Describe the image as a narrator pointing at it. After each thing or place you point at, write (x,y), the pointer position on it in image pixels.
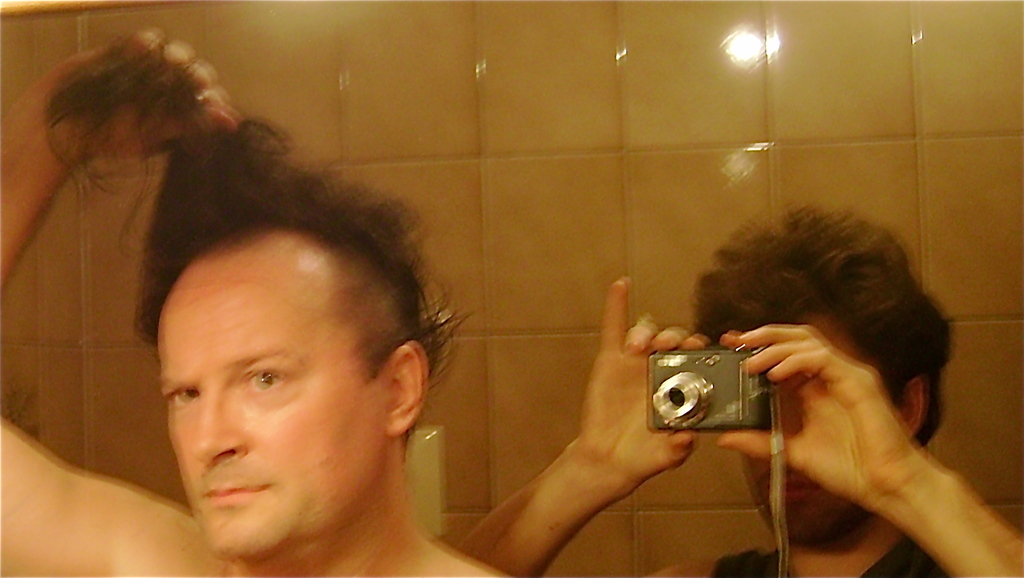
Left side of the image (185,285) a man (229,189) holding his hair (168,190). Right side of the image (846,238) a person (817,234) capturing the man (387,266). Behind them there is wall (471,194).
